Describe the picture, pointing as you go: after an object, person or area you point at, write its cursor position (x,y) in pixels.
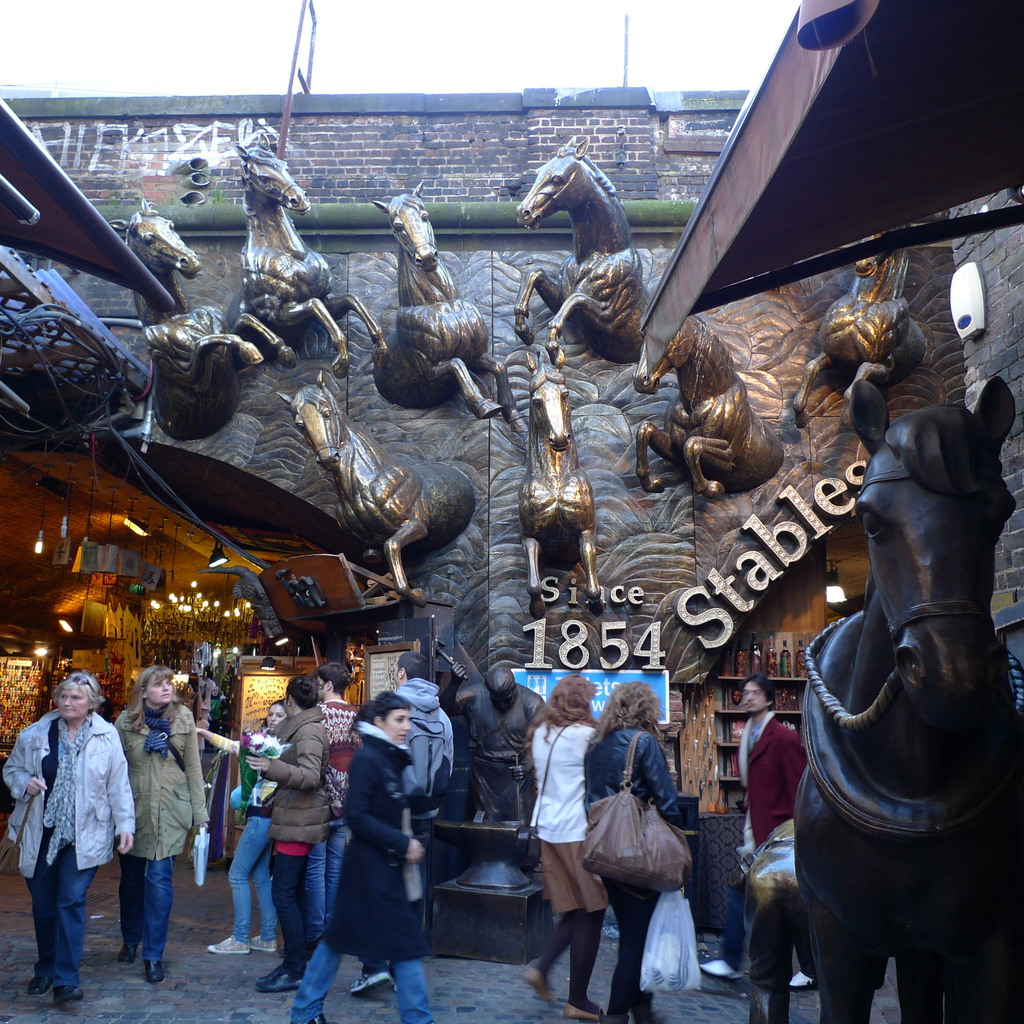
At the bottom of the image (546,756) we can see persons (549,753). On the right side of the image (858,834) we can see sculpture of horse (891,709). In the background (213,600) we can see lights (166,629), sculptures (218,306), text (605,631) and sky (342,77).
